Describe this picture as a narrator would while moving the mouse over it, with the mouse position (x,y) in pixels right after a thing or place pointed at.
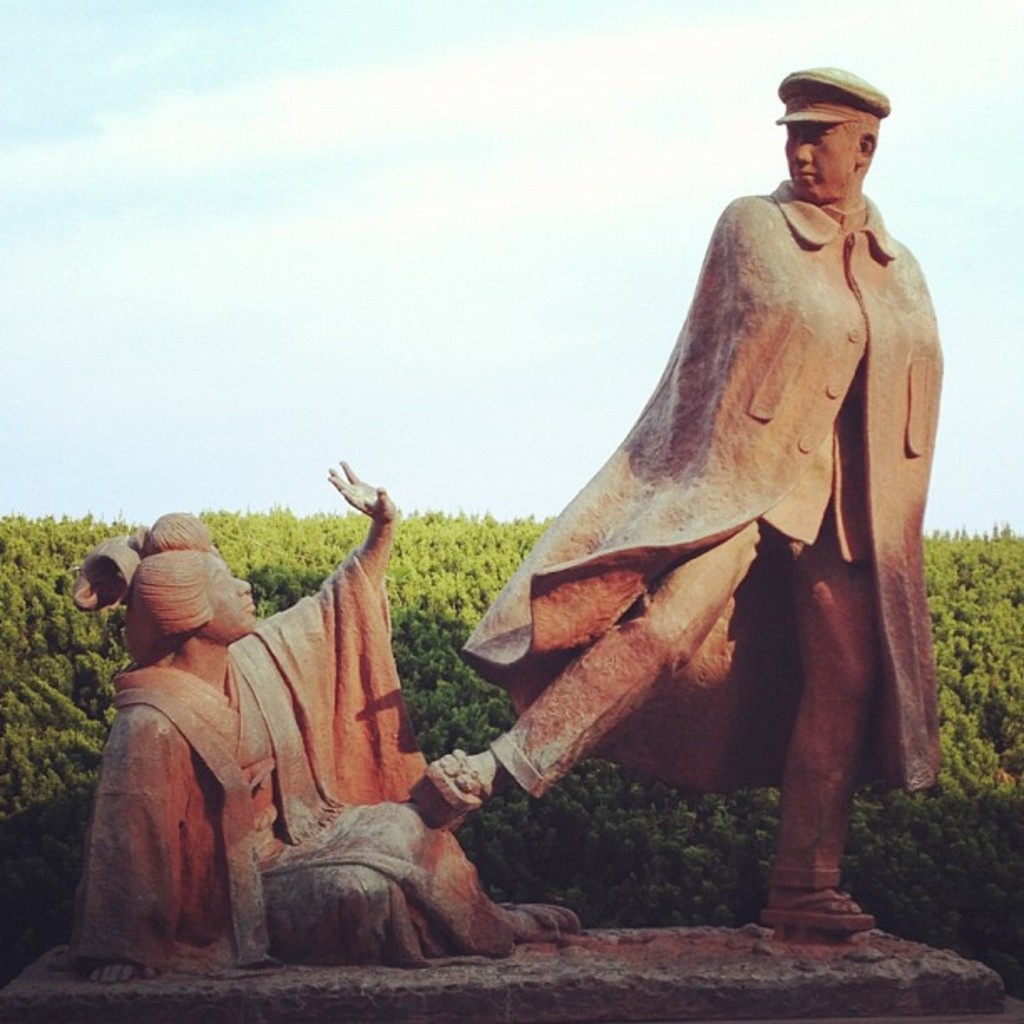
In this picture, we can see statues (201,688), trees (433,721), and the sky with clouds (425,347).
